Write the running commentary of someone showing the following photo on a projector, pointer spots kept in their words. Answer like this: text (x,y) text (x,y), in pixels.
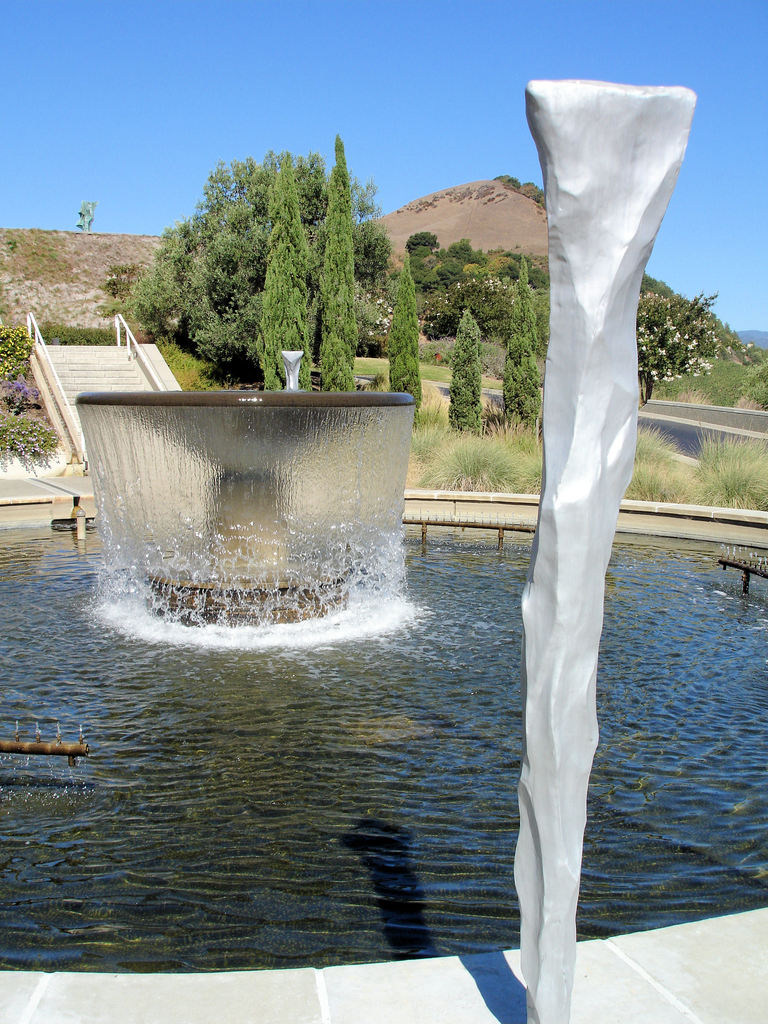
In this picture I can see a fountain (224,485) in the middle (263,540), on the left side (135,379) there is the staircase (148,386), in the background (303,281) there are trees (370,247). On the right side (542,928) it looks like a pillar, at the top (505,100) I can see the sky (255,124).
